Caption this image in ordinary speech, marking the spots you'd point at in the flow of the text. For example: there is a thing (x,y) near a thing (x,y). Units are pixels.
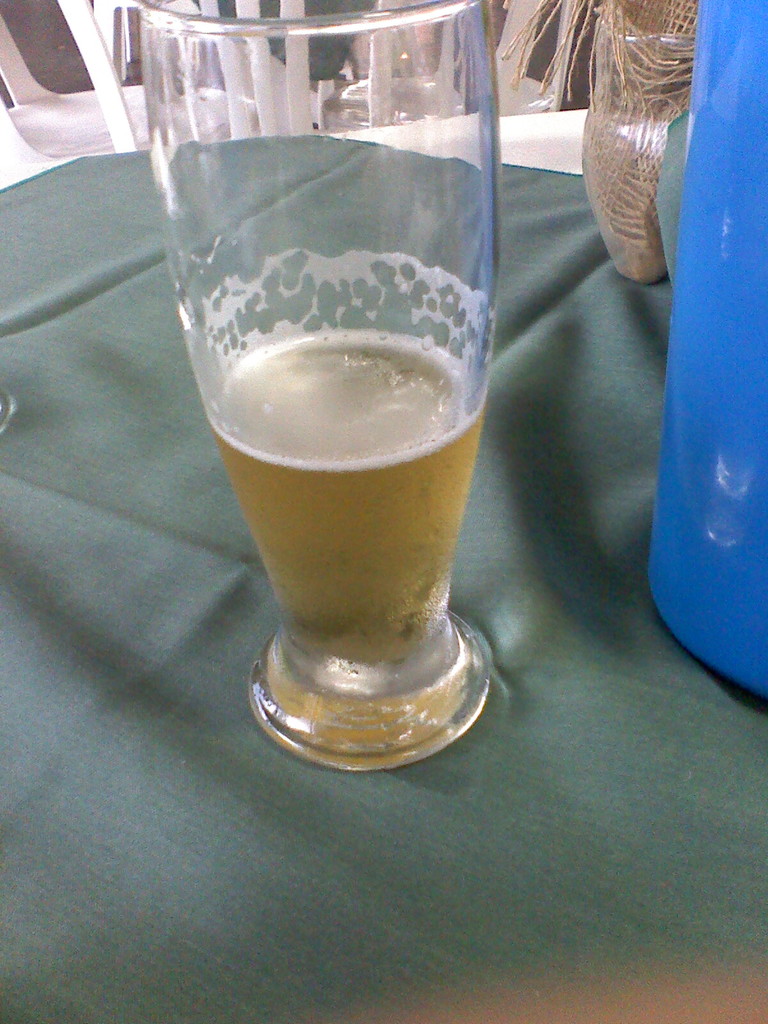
In this image, we can see a glass (305,385) with drink (283,455) and a cloth (596,385) and some other objects (620,174) are on the table (472,760). In the background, there are chairs (57,104).
